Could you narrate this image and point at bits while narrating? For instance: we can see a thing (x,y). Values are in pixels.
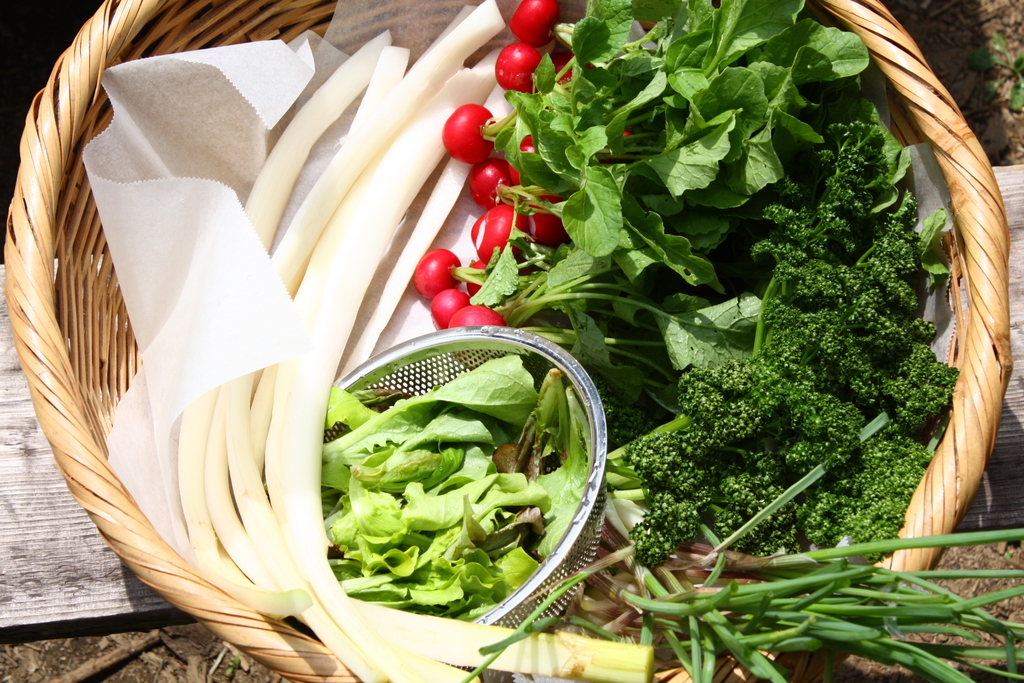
In this image there are vegetables (448,517) in the basket (973,484). At the bottom of the image (125,586) there is a wooden board (995,478).
